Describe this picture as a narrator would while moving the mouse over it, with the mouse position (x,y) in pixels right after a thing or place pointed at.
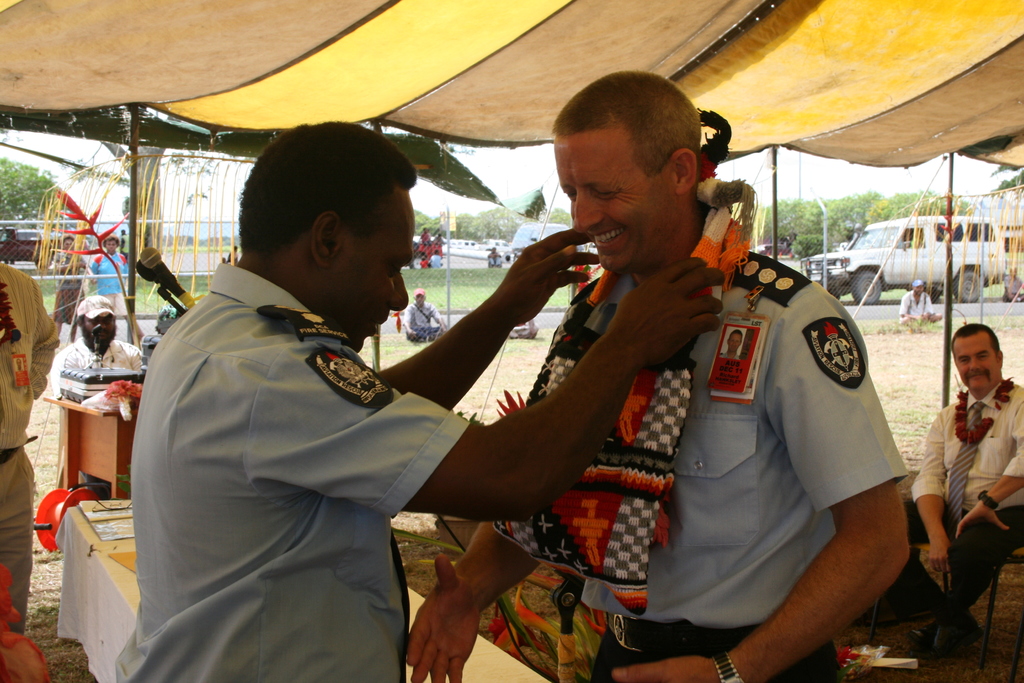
In this picture there are two officers (748,342) are wearing the same dress (587,598). On the right (988,415) there is a man (972,484) who is sitting on the chair (1005,555). On the left (13,354) there is a man (4,342) who is standing near to the table (76,537). On the table (84,548) I can see some papers (126,531). Beside the table (104,450) I can see a man (90,347) who is wearing white dress (114,349) and he is sitting near to the table (107,424). On the table (118,417) I can see some boxes (103,385), suitcase (113,375), some people (921,297) were standing and walking on the grass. On the right (955,266) I can see some vehicles (999,261). At the top (533,51) there is a tent (546,56). In the background (504,224) I can see the trees (506,224), plants (519,220), grass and sky (520,177).
